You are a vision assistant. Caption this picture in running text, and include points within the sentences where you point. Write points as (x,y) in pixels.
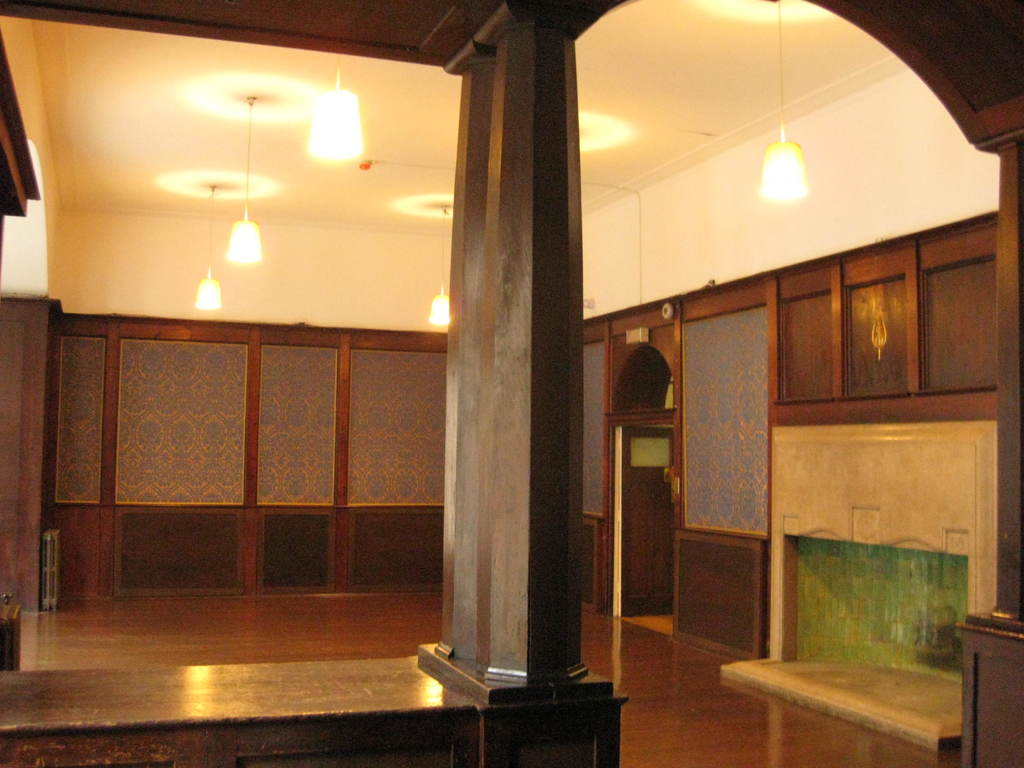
In this picture we can see an inside view of a room (321,489), there are some lights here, we can see ceiling (152,131) at the top of the picture (168,86).
